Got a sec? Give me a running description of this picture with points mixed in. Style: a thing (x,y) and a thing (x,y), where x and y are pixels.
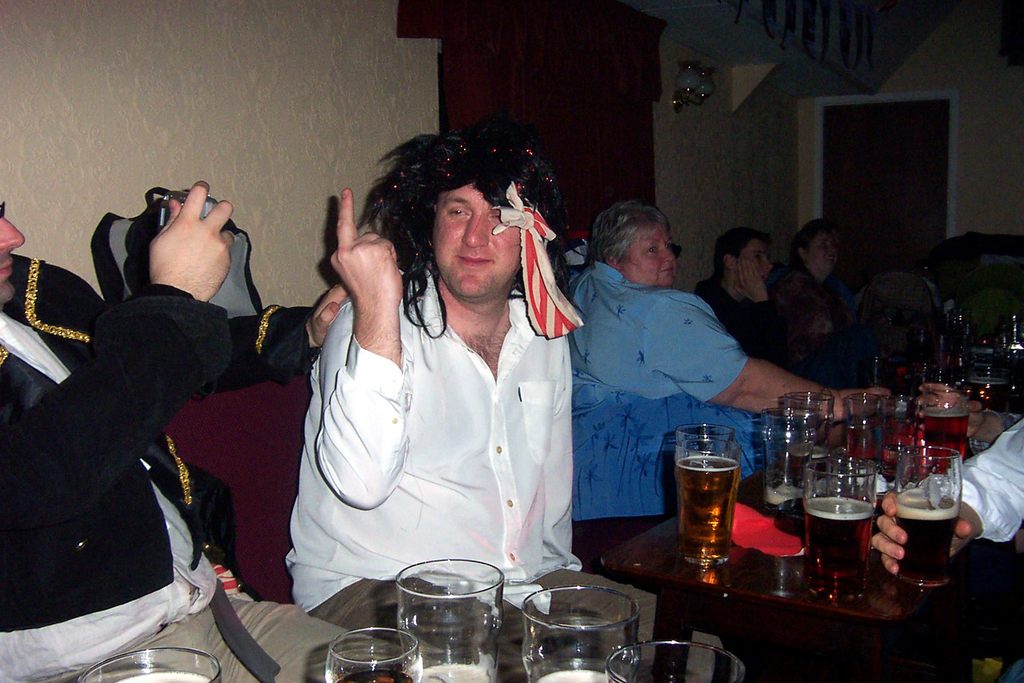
In this image we can see many people (593,423). There are many drink glasses (962,381) placed on the tables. A person (276,361) is holding an object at the left side of the image (54,337). There are lamps (702,95) on the wall (685,112). There is a curtain (514,107) in the image. There is a door (856,177) at the right side of the image (856,180).
